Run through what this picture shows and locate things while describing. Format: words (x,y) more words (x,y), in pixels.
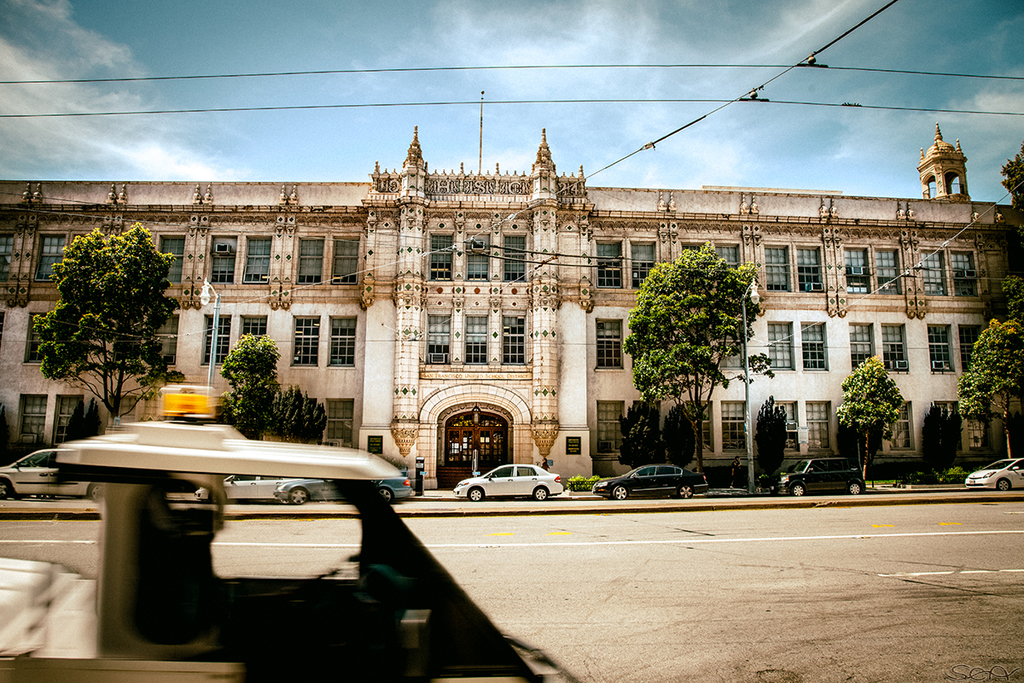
There is road (566,531). On the road (660,518) there are vehicles (781,491). In the back (9,372) there is a building (526,343) with windows (865,269). There are street light poles (745,366). In the background (362,118) there is sky (381,92) with clouds (806,30).
